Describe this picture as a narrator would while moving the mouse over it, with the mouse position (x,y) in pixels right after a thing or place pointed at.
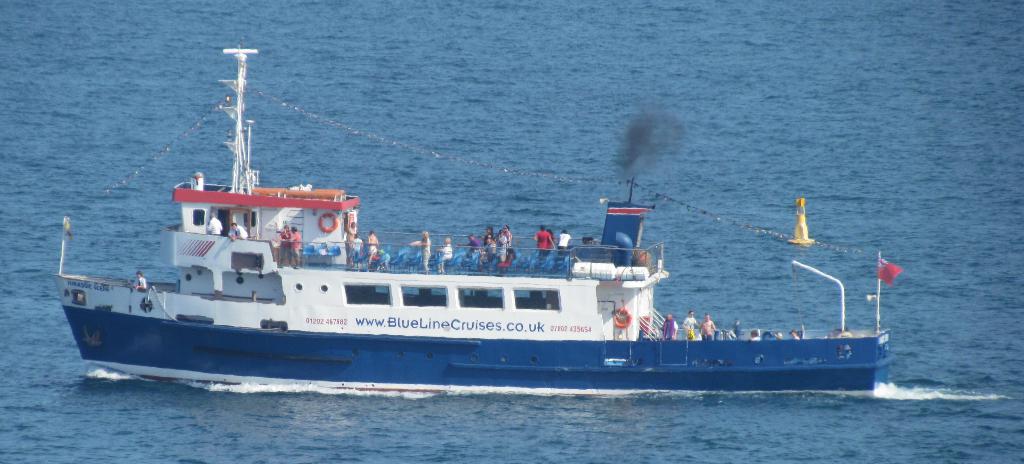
In this image I can see a boat (369,372) which is blue and white in color on the surface (441,427) of the water (439,431) and I can see few persons (425,264) on the boat (541,287). I can see a flag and a yellow colored object (807,232).
